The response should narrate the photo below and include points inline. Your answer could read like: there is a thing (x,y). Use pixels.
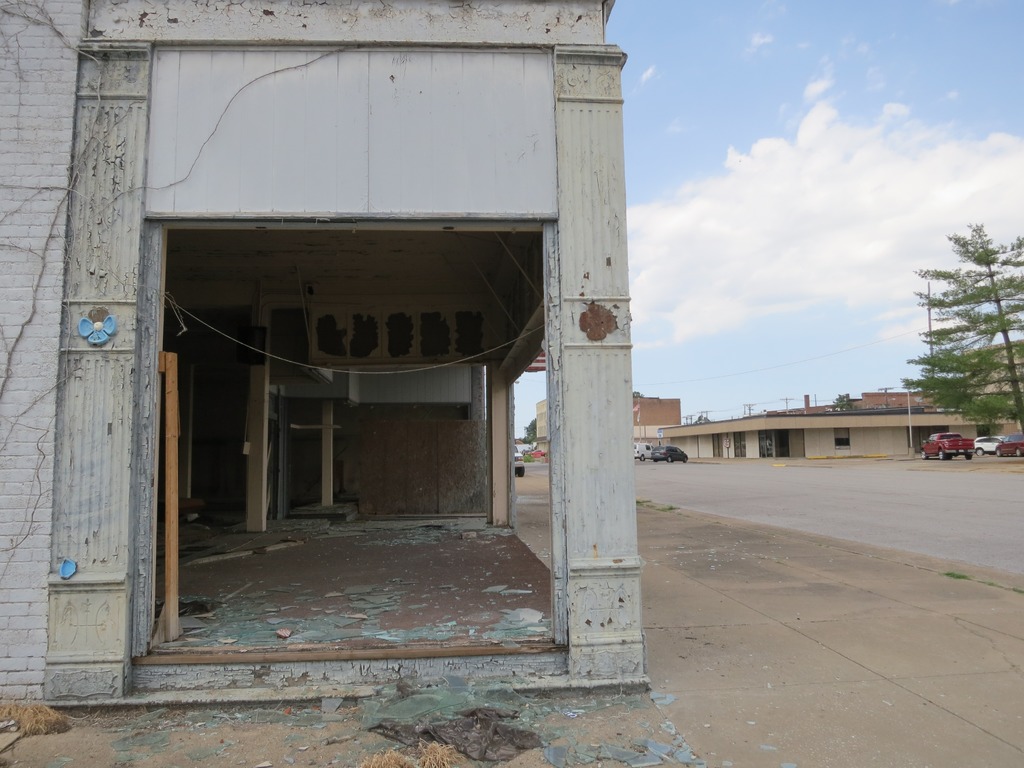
In this picture we can see wall (28,457), pillars (261,528) and floor (264,596) and we can see the road (808,518). In the background of the image (957,428) we can see vehicles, trees (989,413), poles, buildings (898,416) and sky (733,220) with clouds (730,261).
